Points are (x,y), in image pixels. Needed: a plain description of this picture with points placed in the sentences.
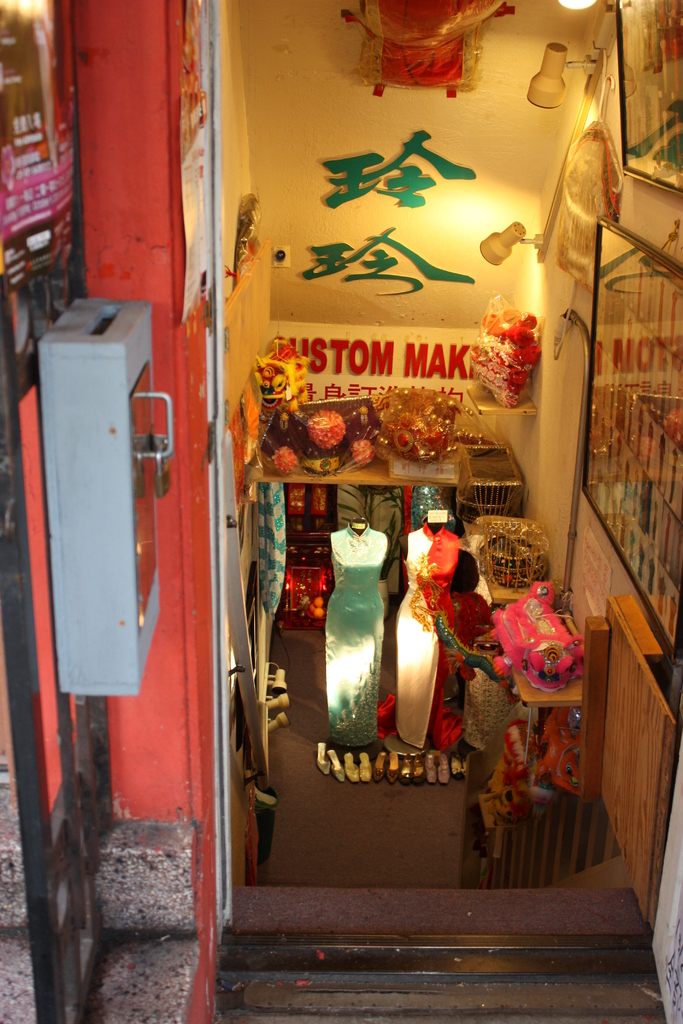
In this image we can see mannequins (368,670), few foot wears (423,771) and few other objects (304,577) on the floor (280,641), there are photo frames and lights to the wall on the right side (641,376), there is a box (115,608) on the left side (72,501) and text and an object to the wall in the background (402,152).
